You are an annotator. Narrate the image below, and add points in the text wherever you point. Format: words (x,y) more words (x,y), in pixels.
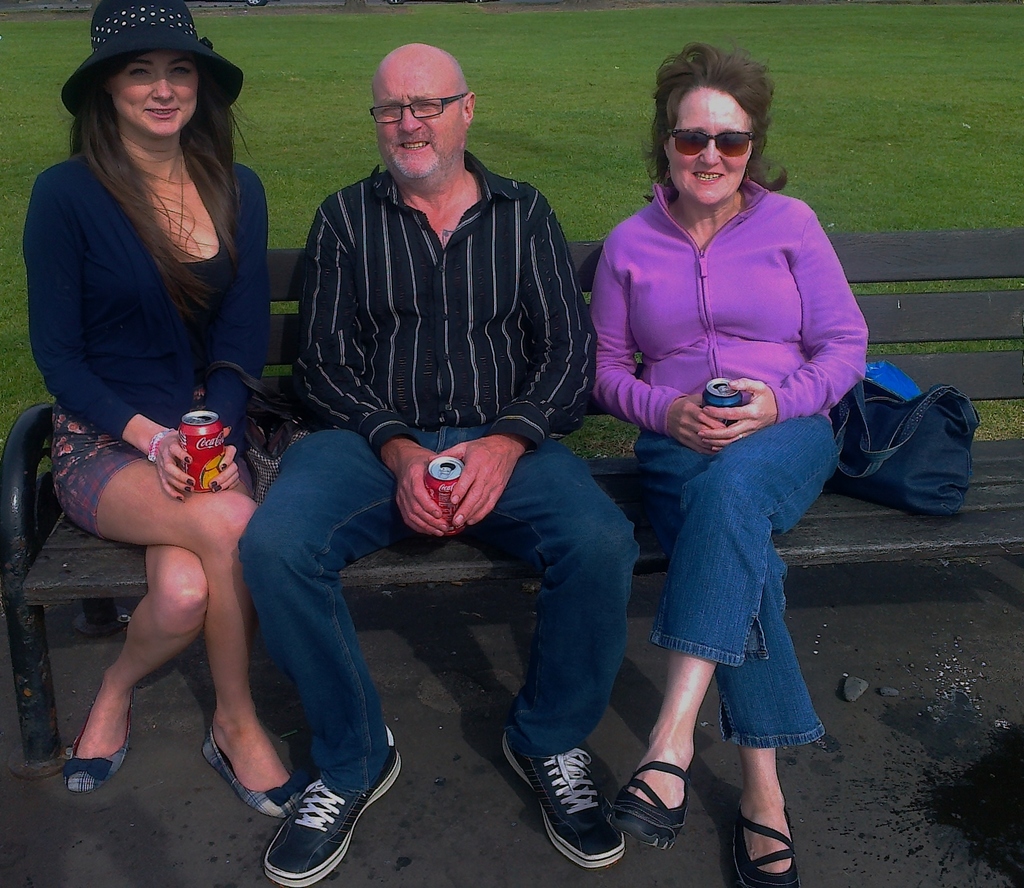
In the image few people (440,211) are sitting on a bench (943,365) and holding tins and smiling. Behind them there's grass (8,213), on the bench (626,461) there's a bag (916,440).
